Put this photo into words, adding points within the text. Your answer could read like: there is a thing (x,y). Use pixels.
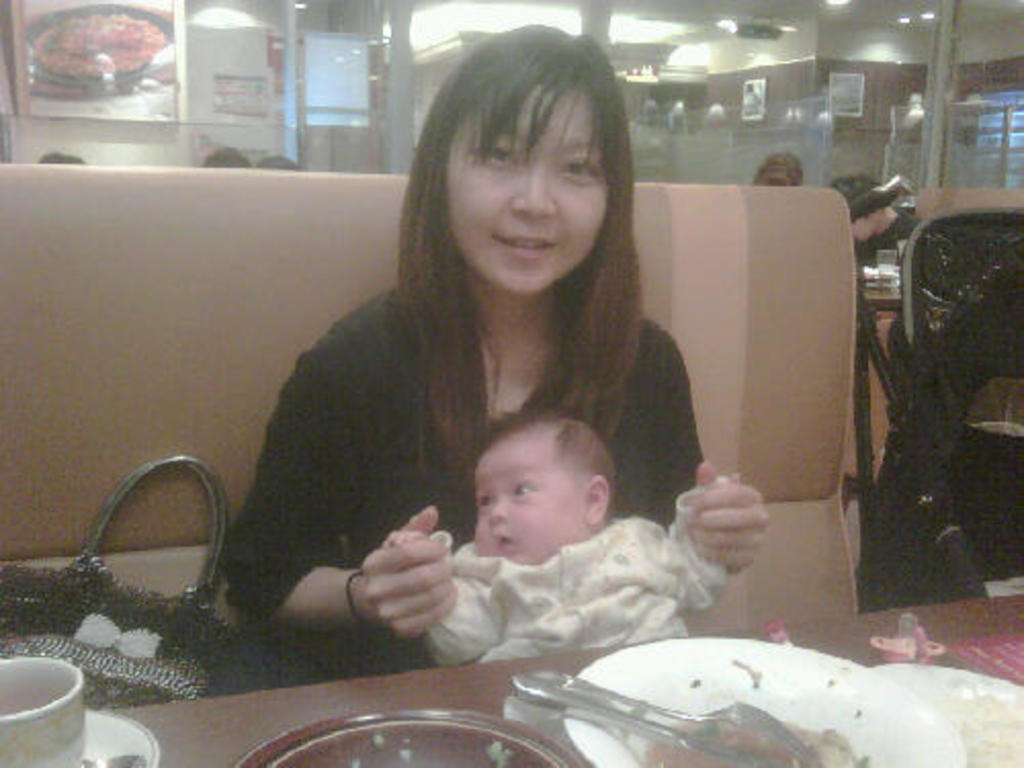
This picture is of inside. In the center (426,296) there is a woman (533,221) smiling, wearing black color dress (385,454) and holding a baby (559,549) and there is a purse (152,681). On the top of the table (455,691) there is a plate (689,699) and a cup (59,726). In the background (885,174) we can see the chair (953,242), some persons (779,165), wall poster (141,50), lights (476,7) and the wall (788,58).
